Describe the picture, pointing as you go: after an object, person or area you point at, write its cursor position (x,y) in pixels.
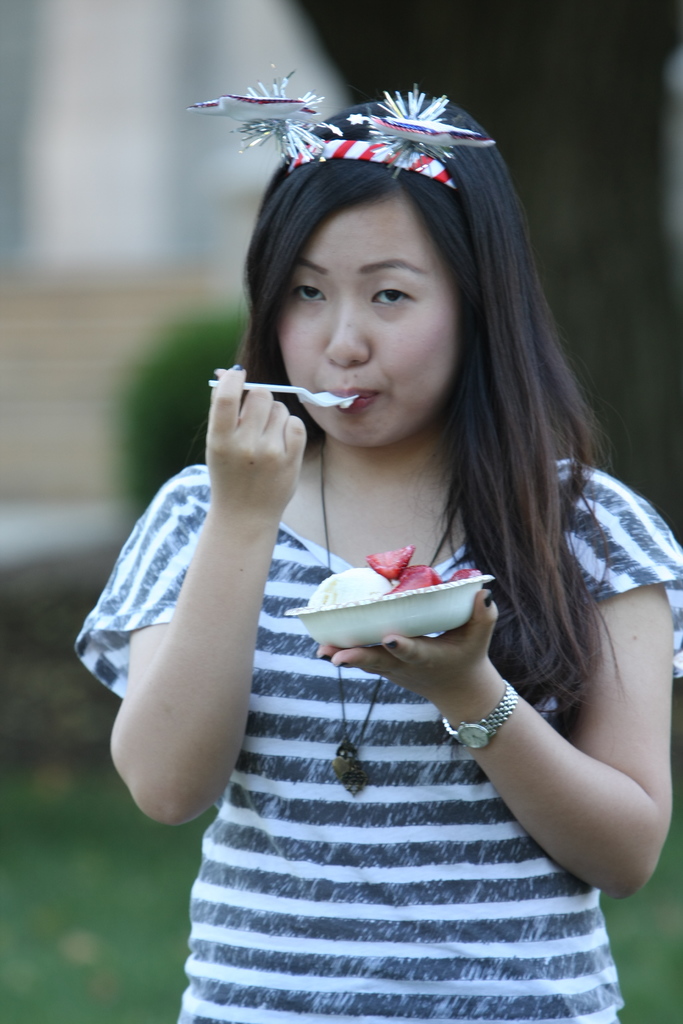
As we can see in the image in the front (318,351) there is a woman (367,507) wearing black and white color dress (320,764). She is holding plate (395,605). In plate (419,624) there is dish (401,589). The background (24,103) is blurred.
